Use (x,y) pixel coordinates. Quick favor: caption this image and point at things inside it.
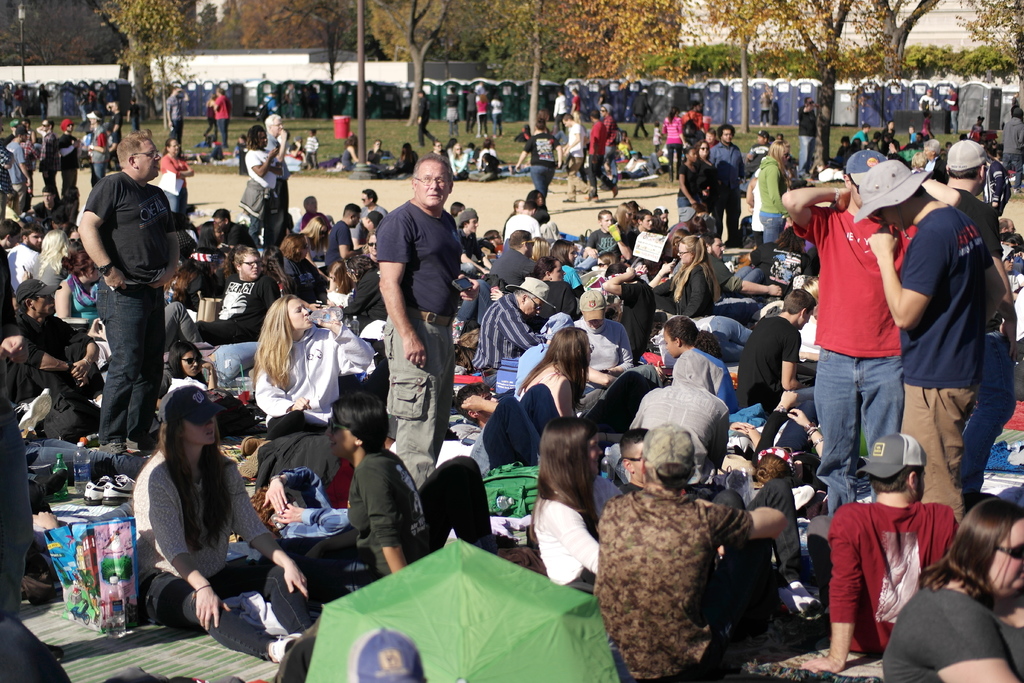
This picture is clicked outside. In the foreground (345,529) we can see the group of people (499,403) sitting on the ground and there are some items (72,598) placed on the ground (69,493) and we can see the group of people (881,163) standing on the ground (237,185). In the background (610,84) we can see the building (938,5), trees (892,54), some objects (345,94) and group of persons (537,143).
